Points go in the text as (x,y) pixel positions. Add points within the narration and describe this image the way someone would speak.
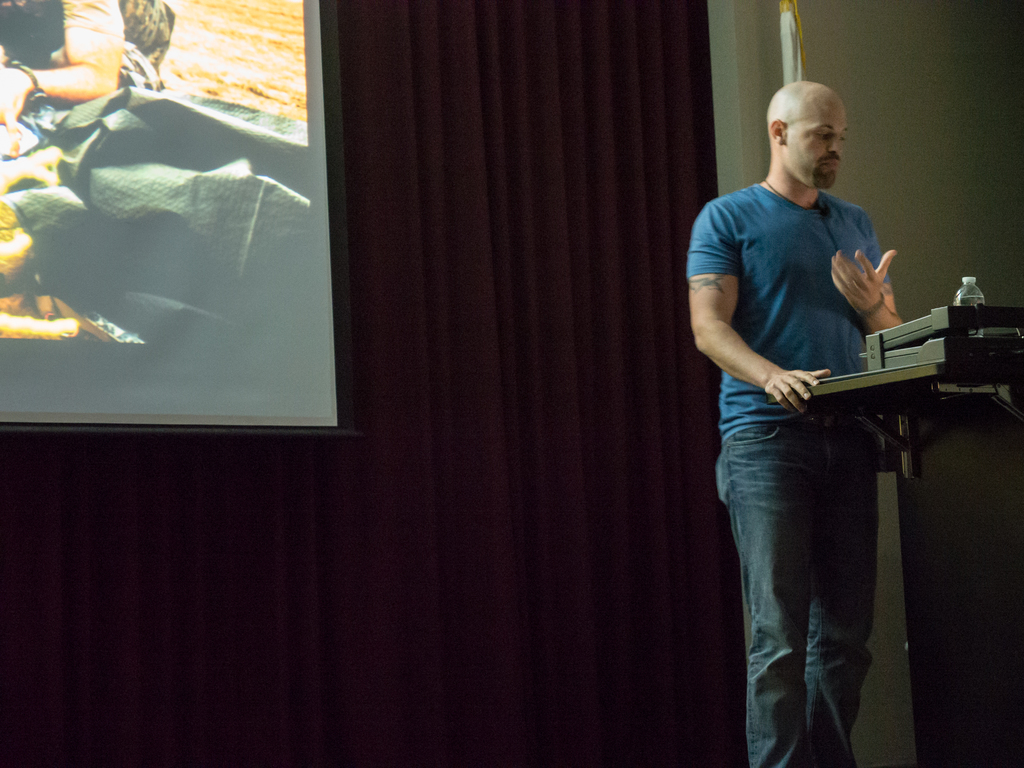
In this image I can see a person (846,368) standing in front of the board (969,343), on the board (1009,309) I can see a bottle (970,280) and on the left side (93,339) I can see a wall (383,203) and screen (78,123) visible on the wall (371,76) and on the screen (84,49) I can see a person hand (106,32).
